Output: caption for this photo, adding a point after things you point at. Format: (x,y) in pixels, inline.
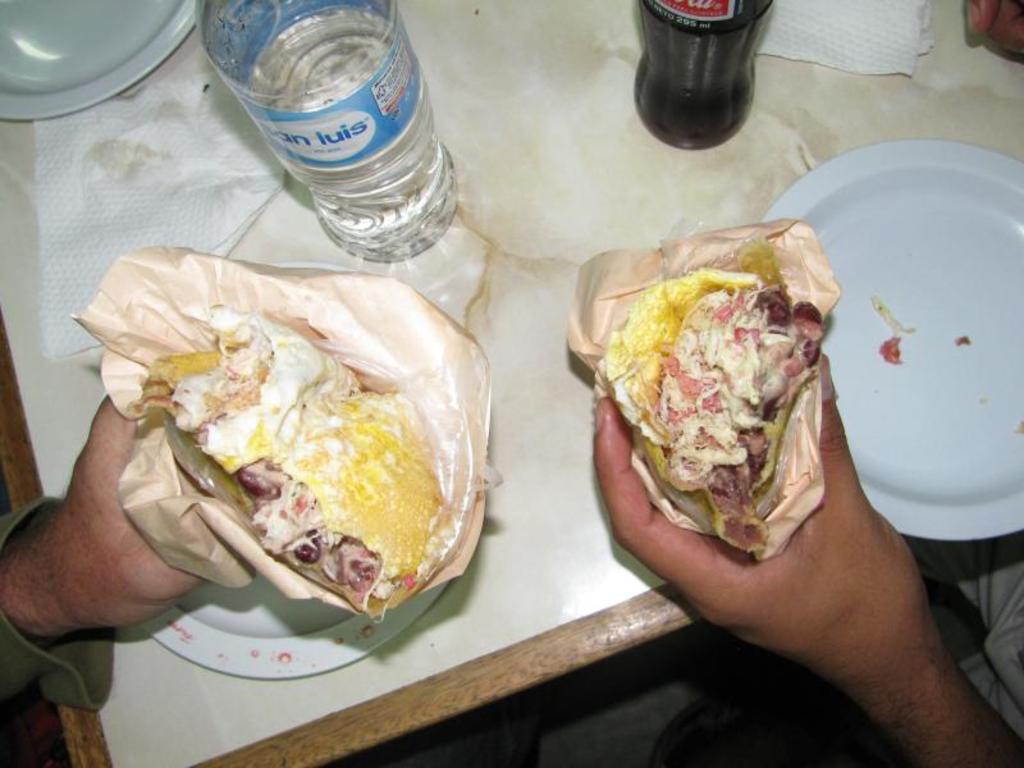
In this picture we can see food (656,466), plates (856,344), bottles (712,136), tissues (134,230) on the table (505,269), and also we can see two human hands (102,588).
